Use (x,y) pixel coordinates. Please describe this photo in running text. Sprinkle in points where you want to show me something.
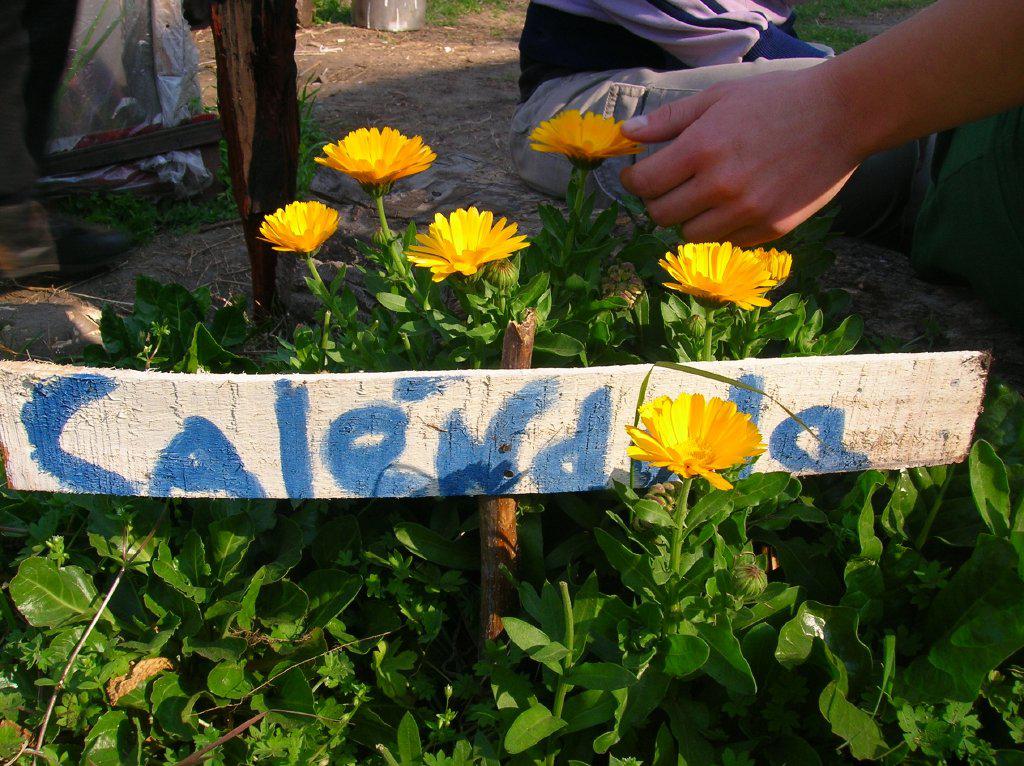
In this picture we can see a person's hand (803,211), wooden board (203,434), plants (706,456) with flowers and in the background (386,12) we can see some objects (203,154) on the ground (440,80).
